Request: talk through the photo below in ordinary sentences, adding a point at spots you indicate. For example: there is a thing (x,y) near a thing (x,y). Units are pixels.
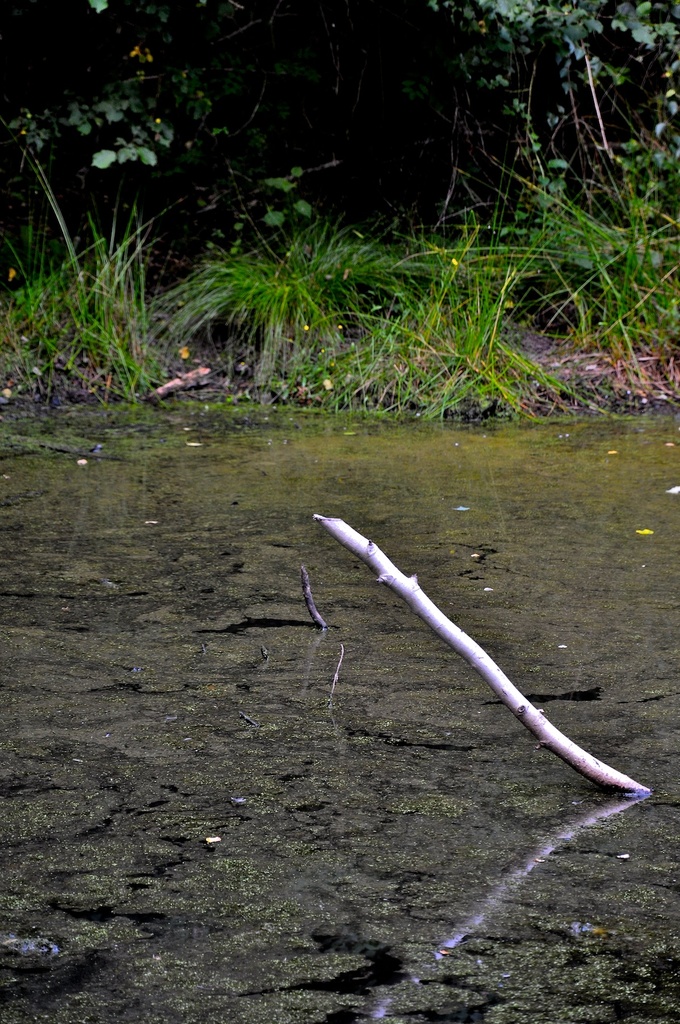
This image consists of a stick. There is water (294,604) in the middle (374,645). There is grass (279,323) in the middle (354,385). There are trees (328,150) at the top (284,172).
